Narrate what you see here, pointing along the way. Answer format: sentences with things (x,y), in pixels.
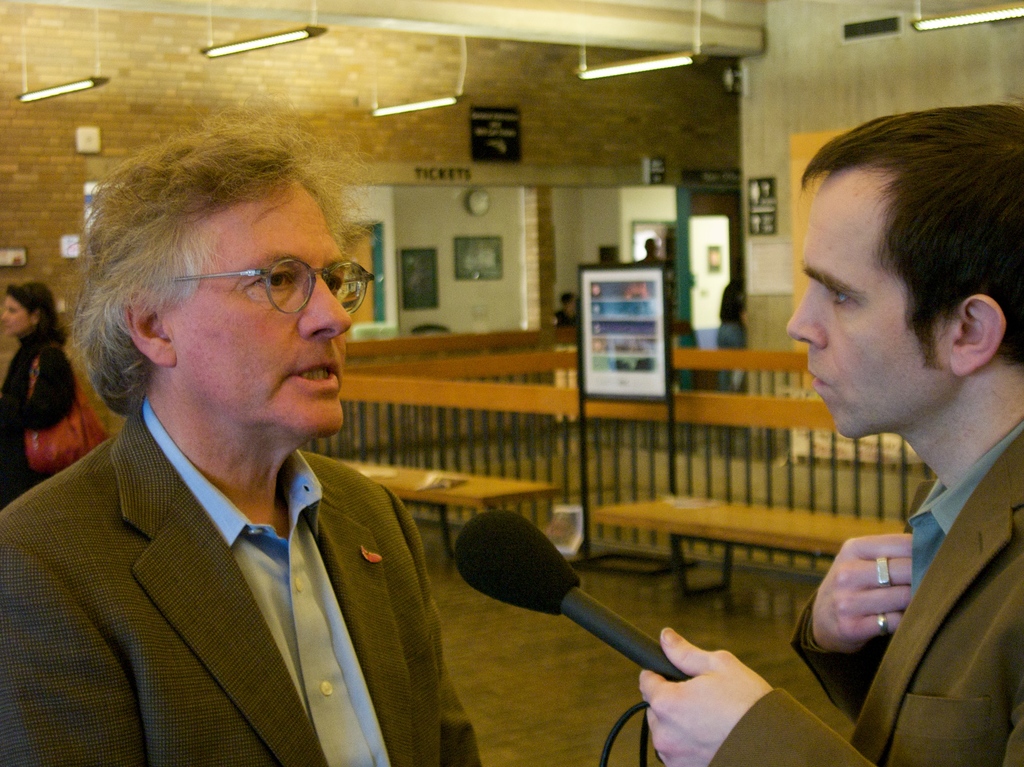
In this picture there are two men (258,479) who are standing. There is a mic (553,568). To the left (46,438), a woman (23,425) is standing and she is wearing a red hand bag (83,435). There is a board (630,365), bench (400,475), lights (81,88) on the top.
